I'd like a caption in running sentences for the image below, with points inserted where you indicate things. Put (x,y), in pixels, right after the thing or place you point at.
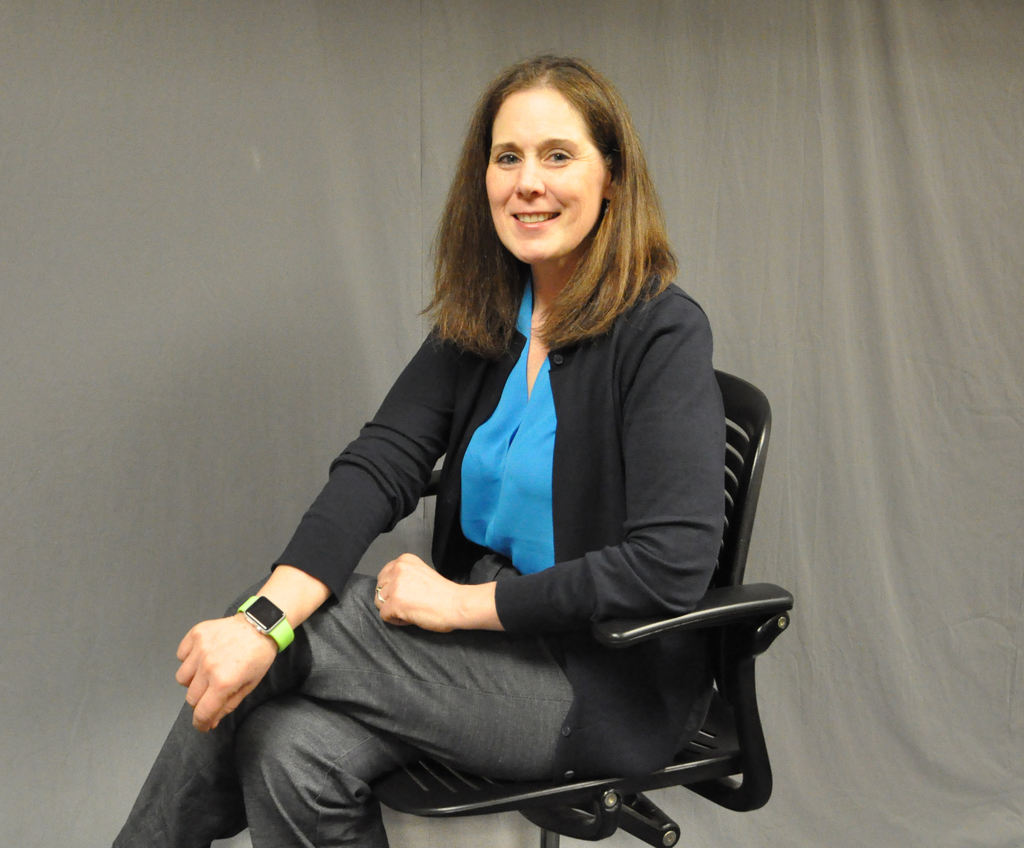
In this image there is a women (679,392) with blue shirt (502,472), black jacket (441,437) sitting on a black chair (617,788). She is smiling and there is a watch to her right hand (275,600). At the back (213,242) there is a grey curtain (199,216).
